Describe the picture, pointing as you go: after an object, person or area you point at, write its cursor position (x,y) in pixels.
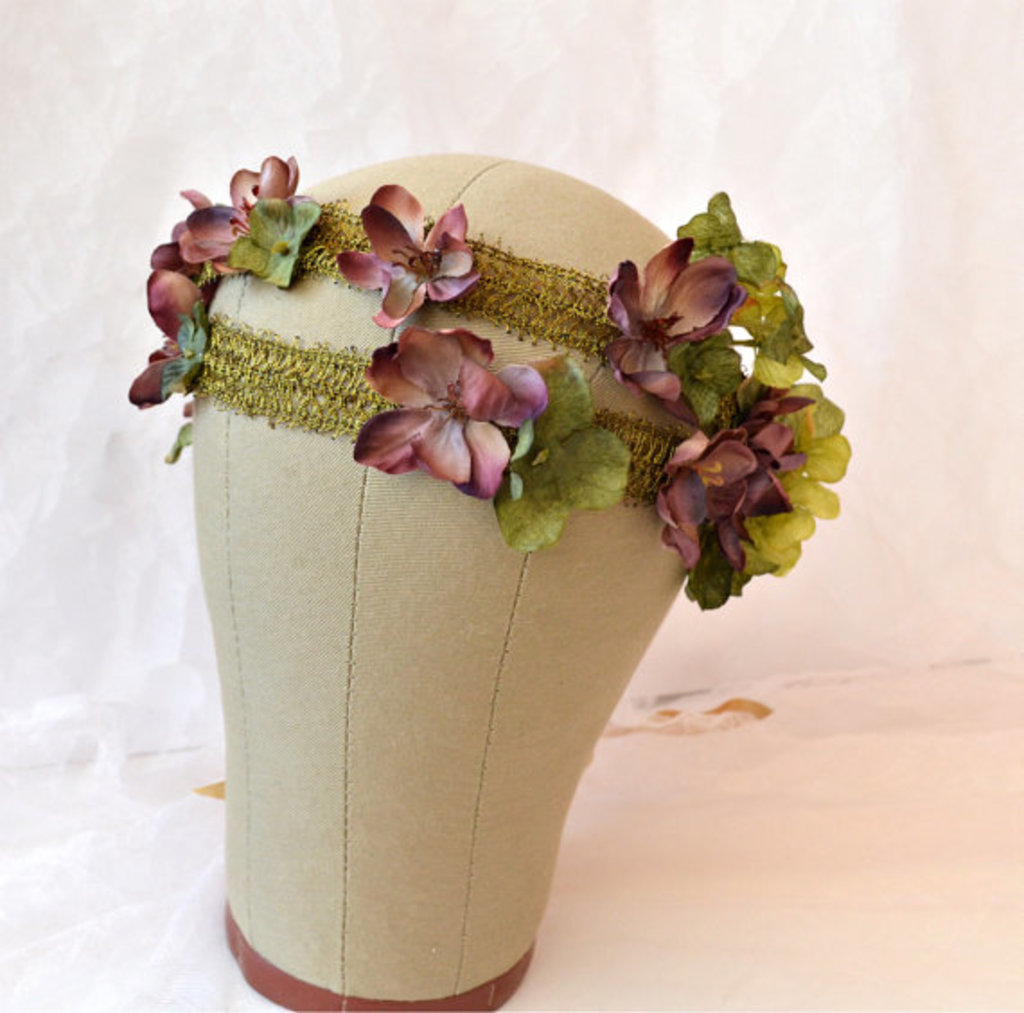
In this image we can see an object (379,590) on the surface (642,1008) which is decorated with some flowers (493,430).
